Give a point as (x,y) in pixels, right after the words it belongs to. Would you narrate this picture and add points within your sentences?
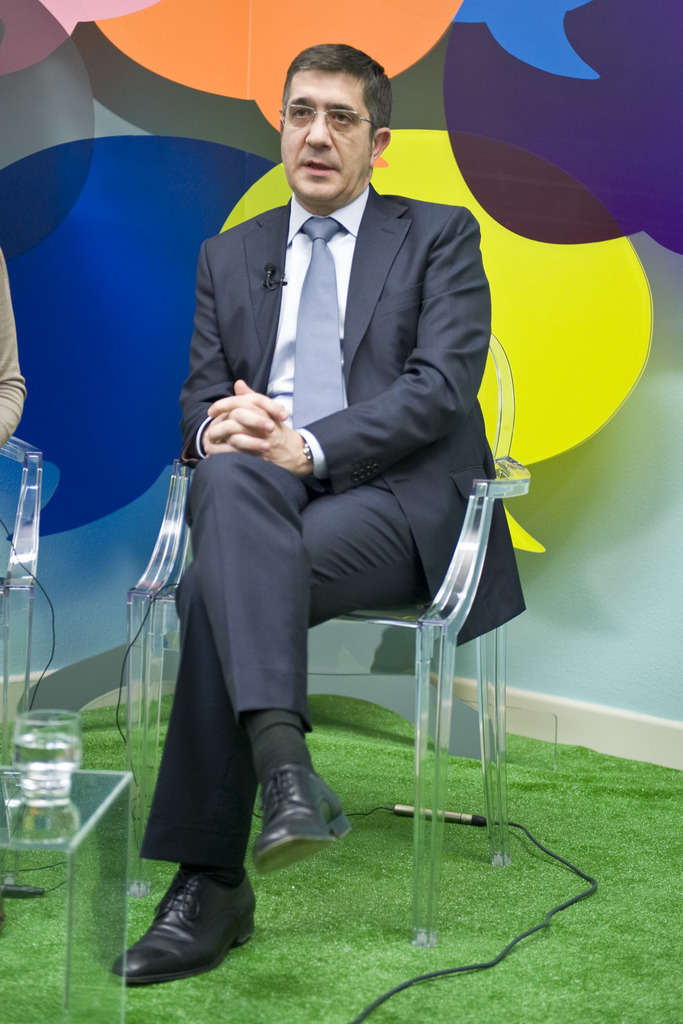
In this picture a man (201,846) is sitting on the chair (437,709) with a colorful background (573,157).
